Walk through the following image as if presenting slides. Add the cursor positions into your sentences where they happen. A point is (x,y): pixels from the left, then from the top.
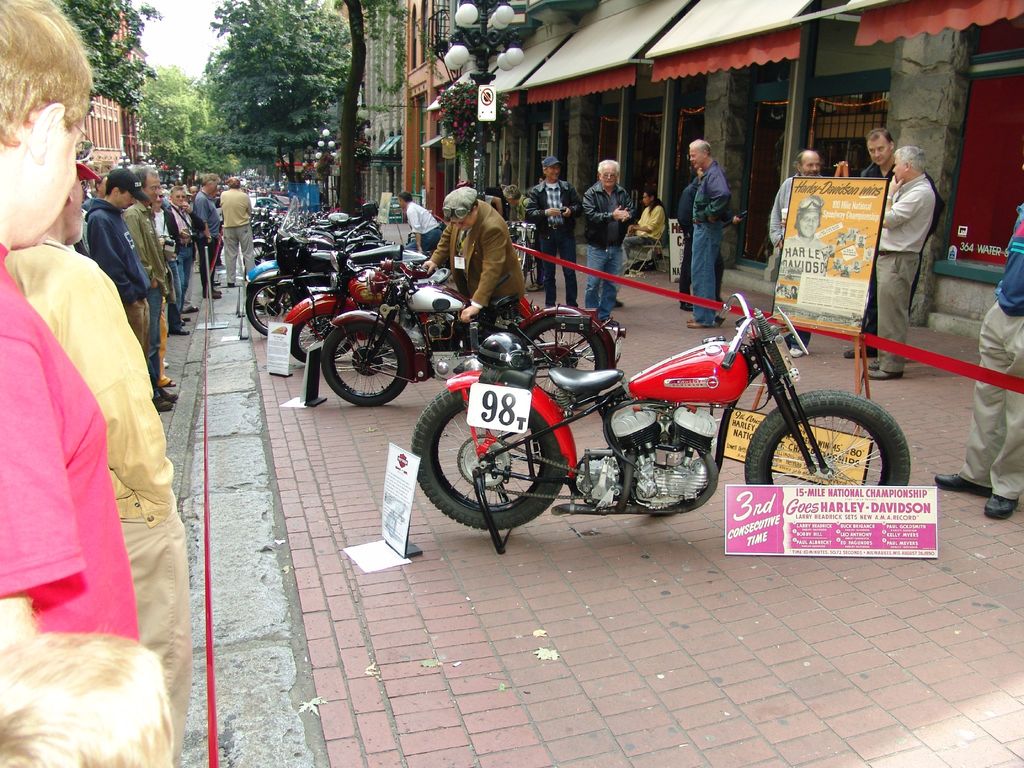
In this Image I see number of people (214,226) who are standing and there are lot of bikes (526,506) over here and In the background (414,17) I see the boards (824,188), shops (743,192), buildings (392,174), lights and the trees (307,24).
